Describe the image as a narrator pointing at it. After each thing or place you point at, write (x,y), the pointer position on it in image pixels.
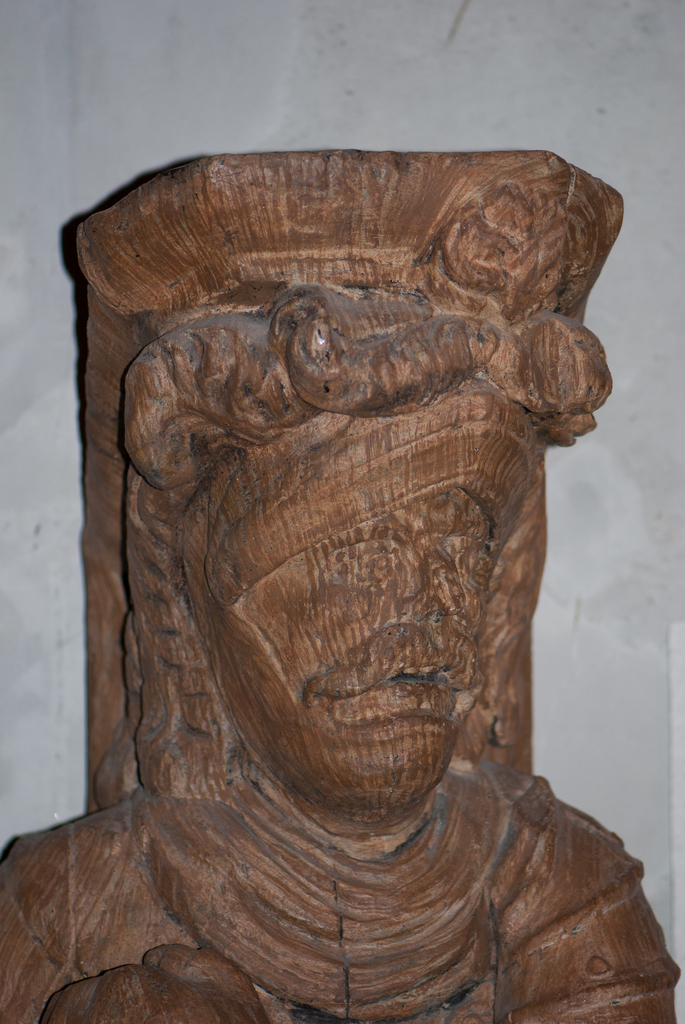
In this image I can see the wooden sculpture (251,718) which is in the shape of the person (379,553). I can see the white background (601,596).
